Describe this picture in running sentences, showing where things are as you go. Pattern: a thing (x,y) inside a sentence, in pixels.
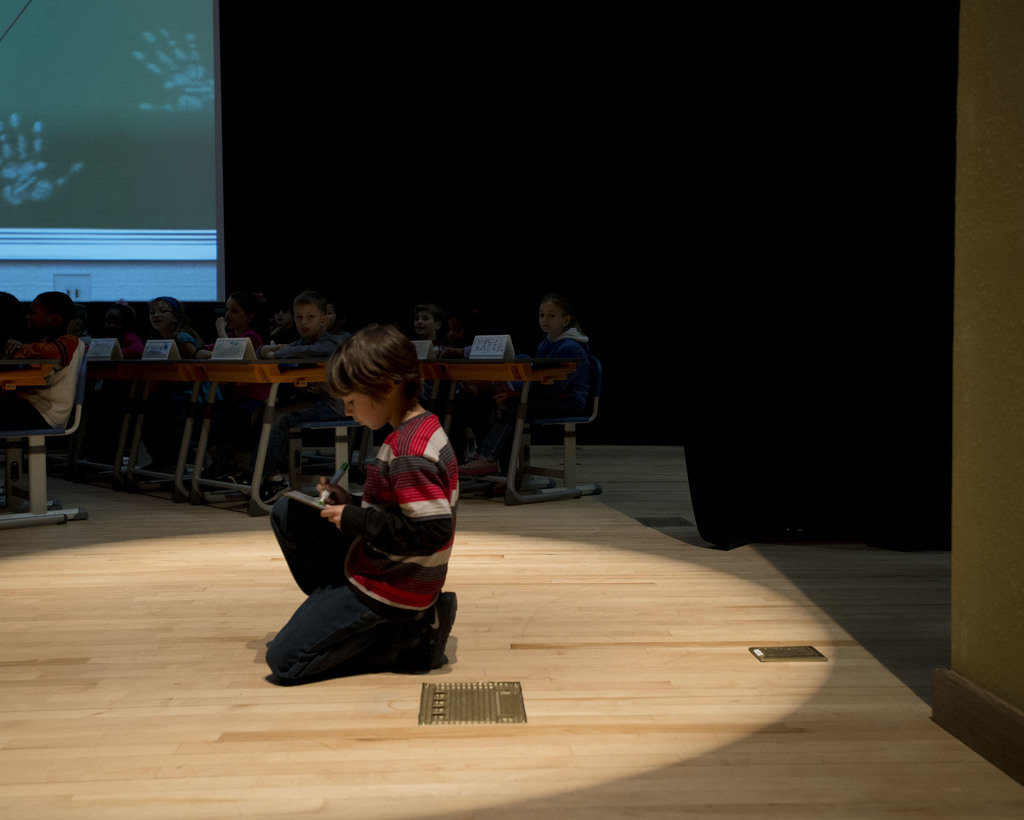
In this image I can see children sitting on chairs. In the background (444,414) I can see a wall (347,179) and other objects (172,141).
